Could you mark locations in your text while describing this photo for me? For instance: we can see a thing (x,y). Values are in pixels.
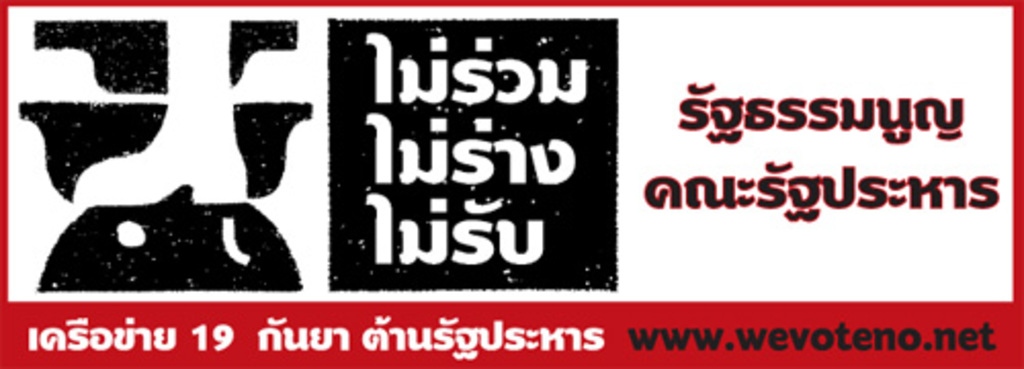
In this picture, we can see a poster (206,165) with an image (137,143) and something is written on it.
